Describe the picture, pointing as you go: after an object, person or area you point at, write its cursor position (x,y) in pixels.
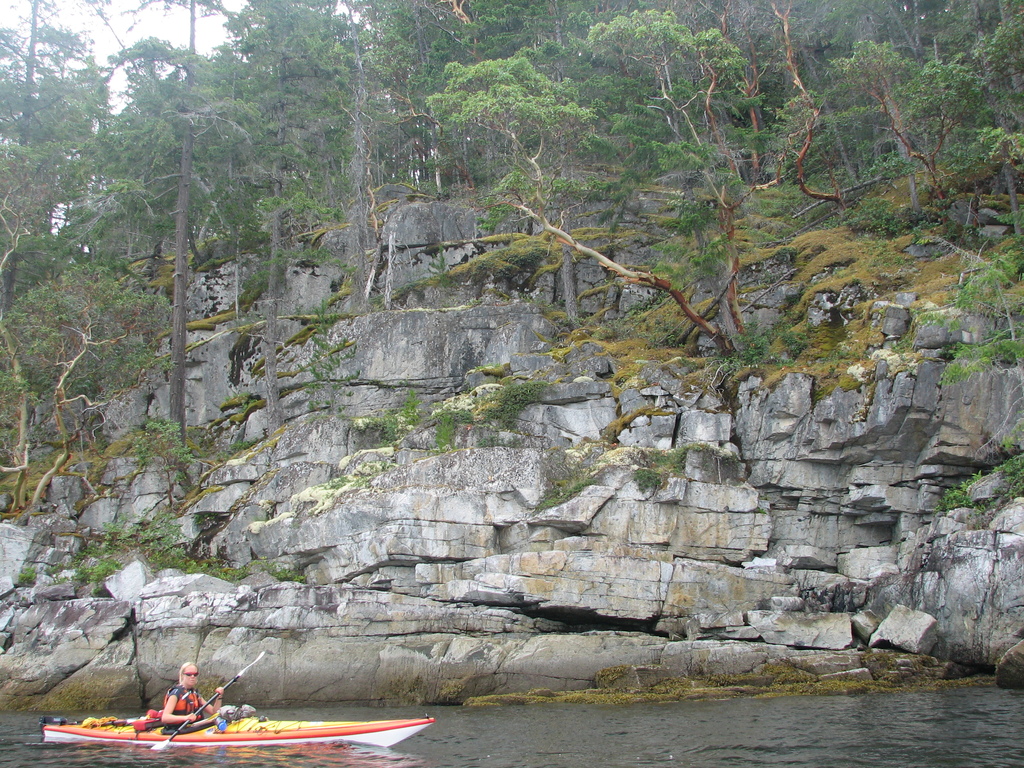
In this picture, we can see a person (193,717) sailing boat (391,734), we can see the rock (647,399), trees (711,185), plants (95,590), grass (820,375), and the sky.
